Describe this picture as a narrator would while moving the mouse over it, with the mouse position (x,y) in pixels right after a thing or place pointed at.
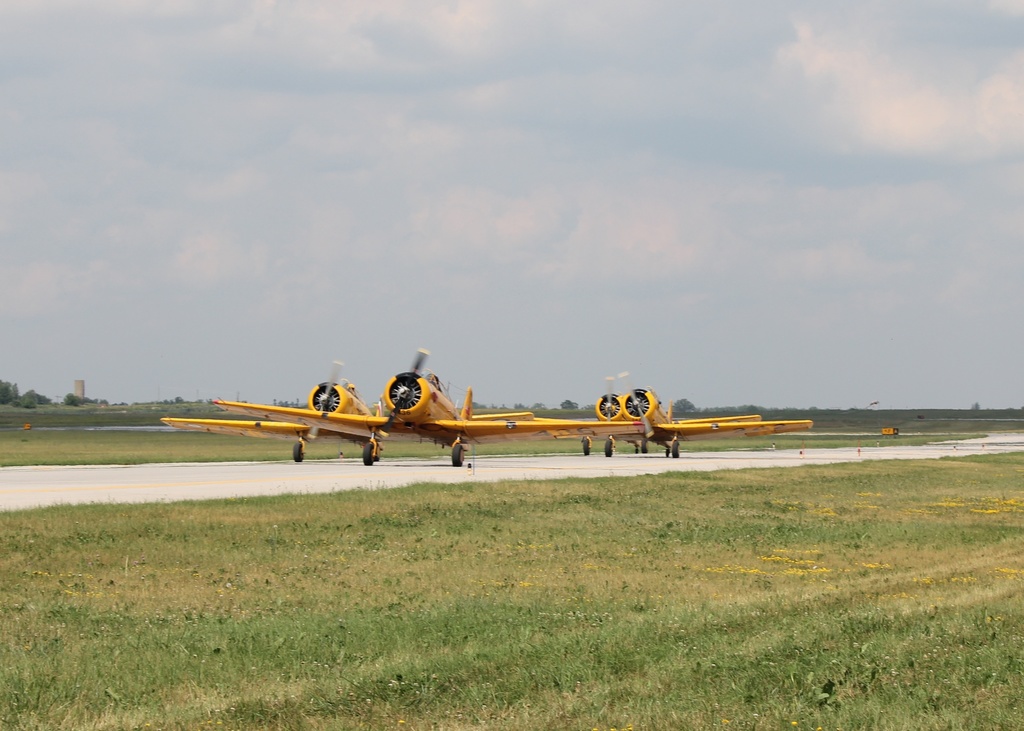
In this image I can see few aircraft's (418,403) which are yellow in color on the runway (507,476). I can see some grass (658,605) and the runway (183,497). In the background (552,404) I can see few trees (575,409), few buildings (79,394) and the sky (539,174).
